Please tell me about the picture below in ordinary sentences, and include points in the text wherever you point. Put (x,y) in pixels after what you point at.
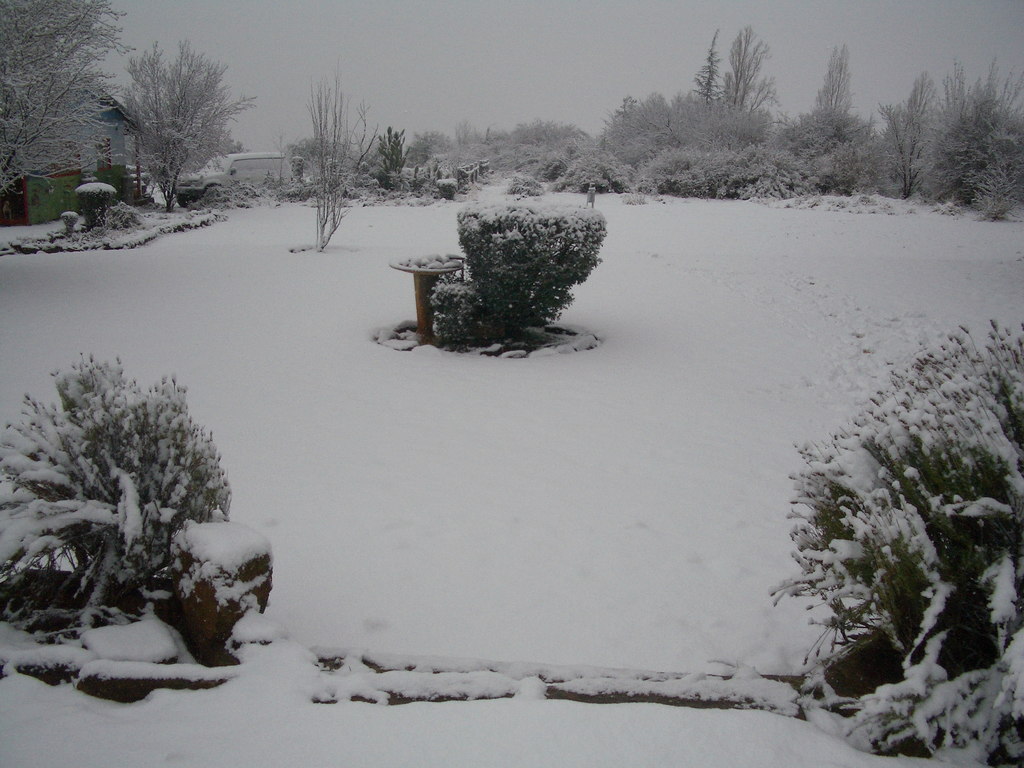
As we can see in the image there are plants (537,297), trees (517,149), snow (365,249), vehicle (221,187) and sky (405,77).
